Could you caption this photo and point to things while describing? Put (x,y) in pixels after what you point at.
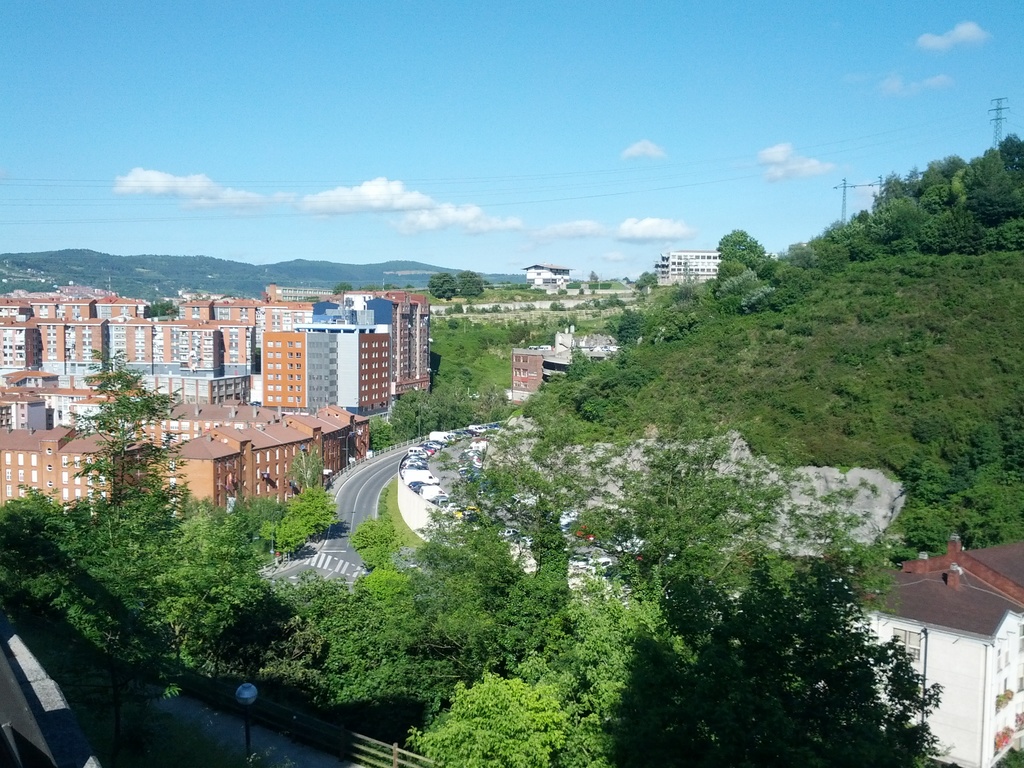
In this image I can see trees (440,644) in green color. Background (138,349) I can see few buildings (146,363) in orange, gray and white color, and I can also see sky (470,120) in blue and white color.
